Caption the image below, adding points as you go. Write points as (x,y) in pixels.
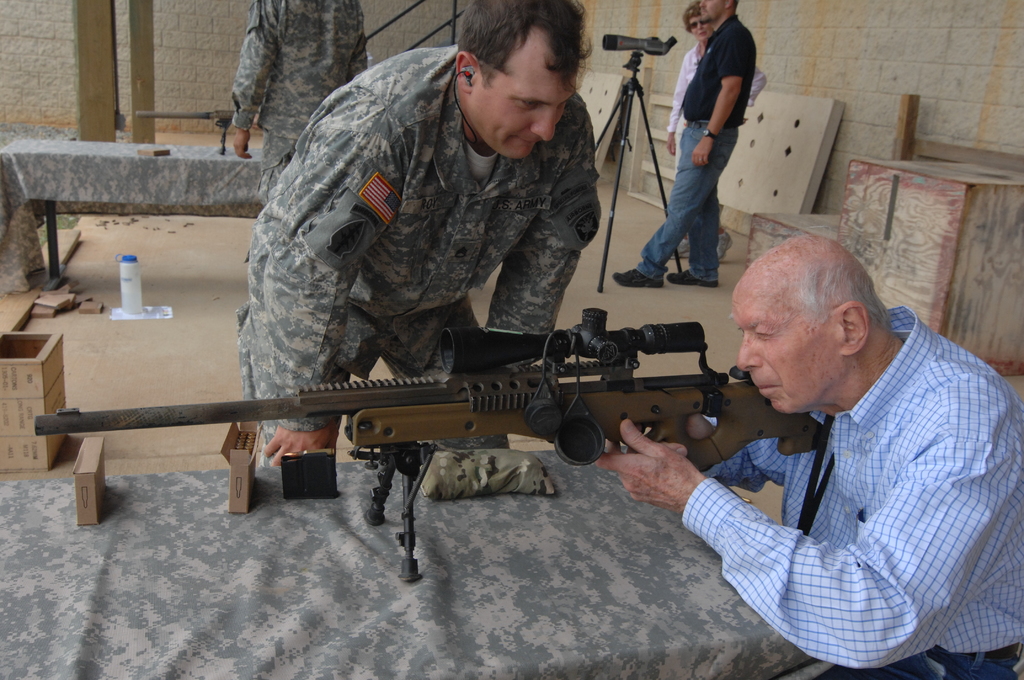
In the picture we can see a man (907,466) holding a gun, which is on the table (309,570) and aiming something and beside it, we can see an army man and looking at him and behind him also we can see an army man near the table (87,171) and gun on it and behind them, we can see two people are standing with scope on tripod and in the background (135,83) we can see a railing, wall (22,47) and two pillars (148,141) near it.
